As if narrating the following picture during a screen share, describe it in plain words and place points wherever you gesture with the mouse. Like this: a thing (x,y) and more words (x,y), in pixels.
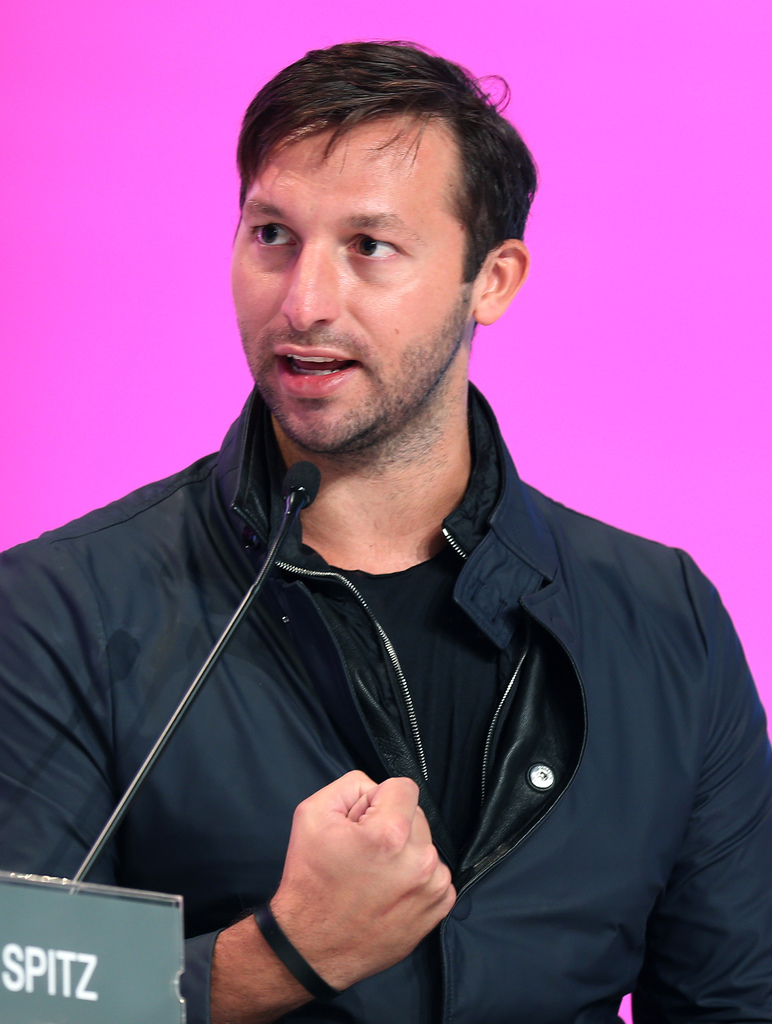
In this picture we can see a man (289,736) in the black jacket (387,705) and in front of the man (316,617) there is a microphone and a board (92,886). Behind the man (39,864) there is a pink background (691,277).
